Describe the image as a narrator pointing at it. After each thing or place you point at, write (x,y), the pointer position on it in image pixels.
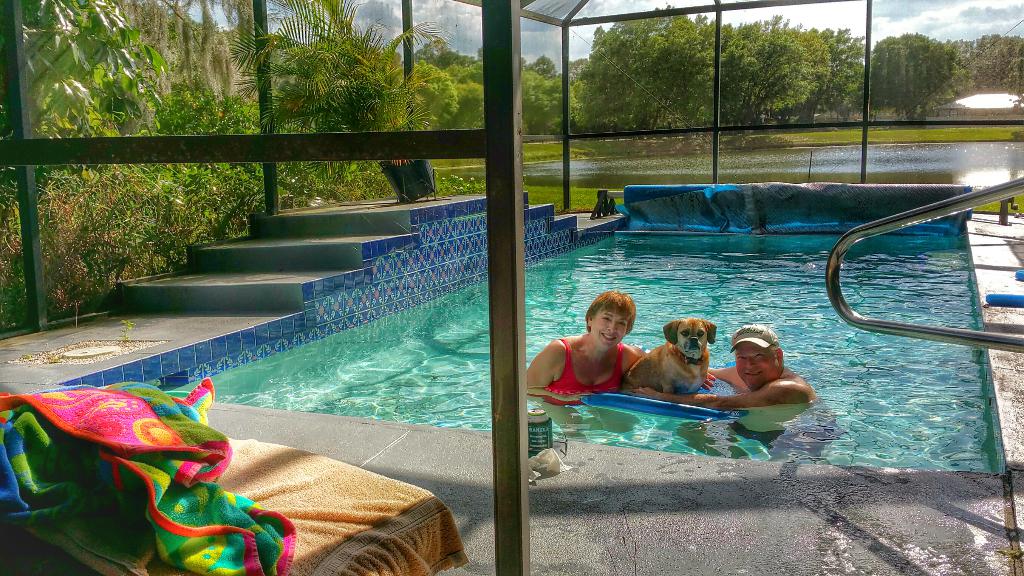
In this image I can see a two persons (804,396) and dog (663,371) in a pool (818,384). There are stairs (268,266) and towel (214,474). At the back side (253,100) there are trees (761,97).
